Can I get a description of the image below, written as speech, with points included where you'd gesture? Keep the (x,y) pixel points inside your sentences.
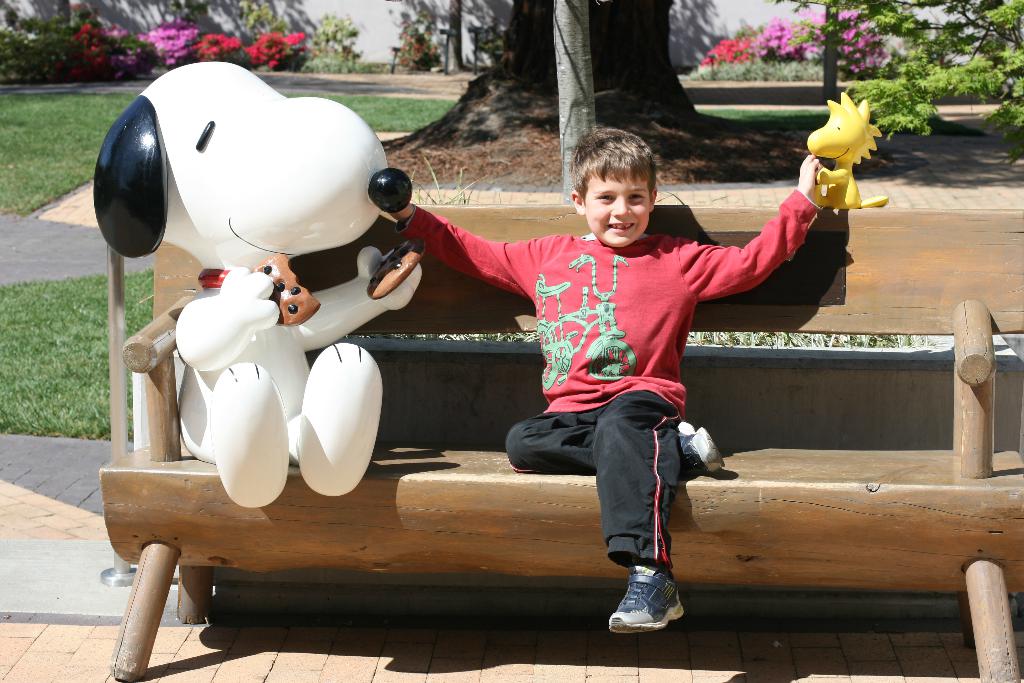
In this image there is a boy (658,356) sitting on the bench (683,476). He is wearing a red t shirt (605,351), black trousers (617,439) and a blue shoes (662,577). He is holding a toy (832,177) in his hand (815,198) and besides him there is statue (331,177) of a dog (167,105). In the background (431,64) there is a tree (547,57) and some plants (496,39) in left side (163,44) and right side (974,69).
